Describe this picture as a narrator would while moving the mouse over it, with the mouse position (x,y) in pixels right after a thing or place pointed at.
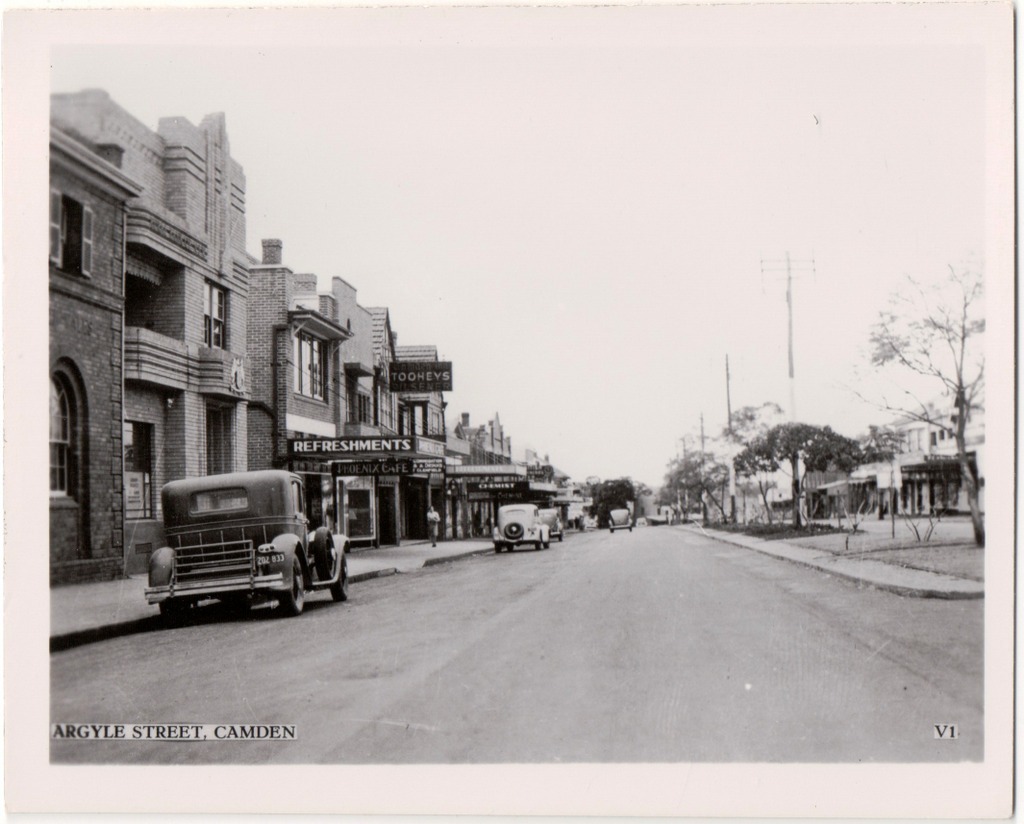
In this image there are vehicles (278,561) on the road (602,554). On the left side (164,432) there are buildings (385,399), boards (413,388) with some text (423,460) written on it. On the right side (756,500) there are trees (758,488), poles (736,458) and buildings (864,493). In the background (635,519) there are trees (609,505) and there are vehicles (620,520) and the sky (566,211) is cloudy.
